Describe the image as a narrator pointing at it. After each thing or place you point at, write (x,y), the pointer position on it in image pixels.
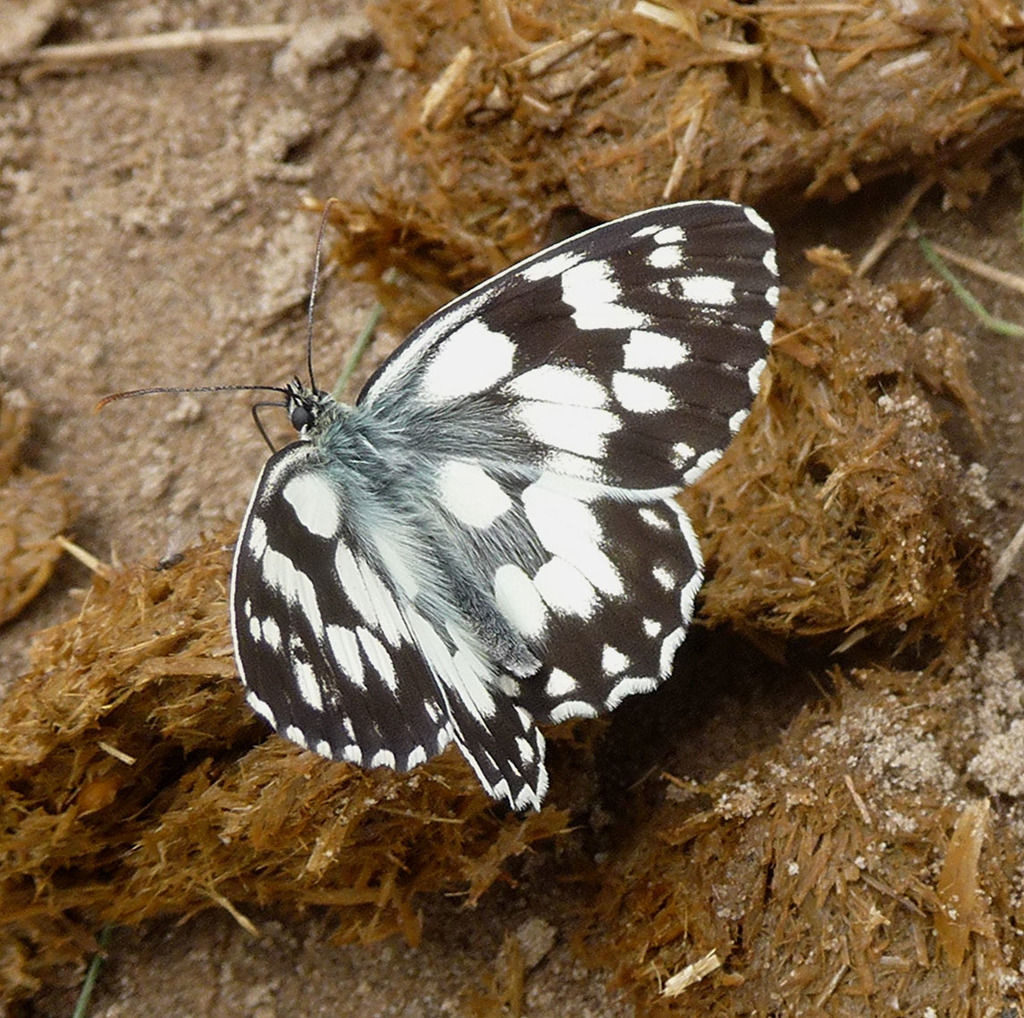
In this image there is a butterfly (582,670) on an object (449,834) which is on the land (107,357).
